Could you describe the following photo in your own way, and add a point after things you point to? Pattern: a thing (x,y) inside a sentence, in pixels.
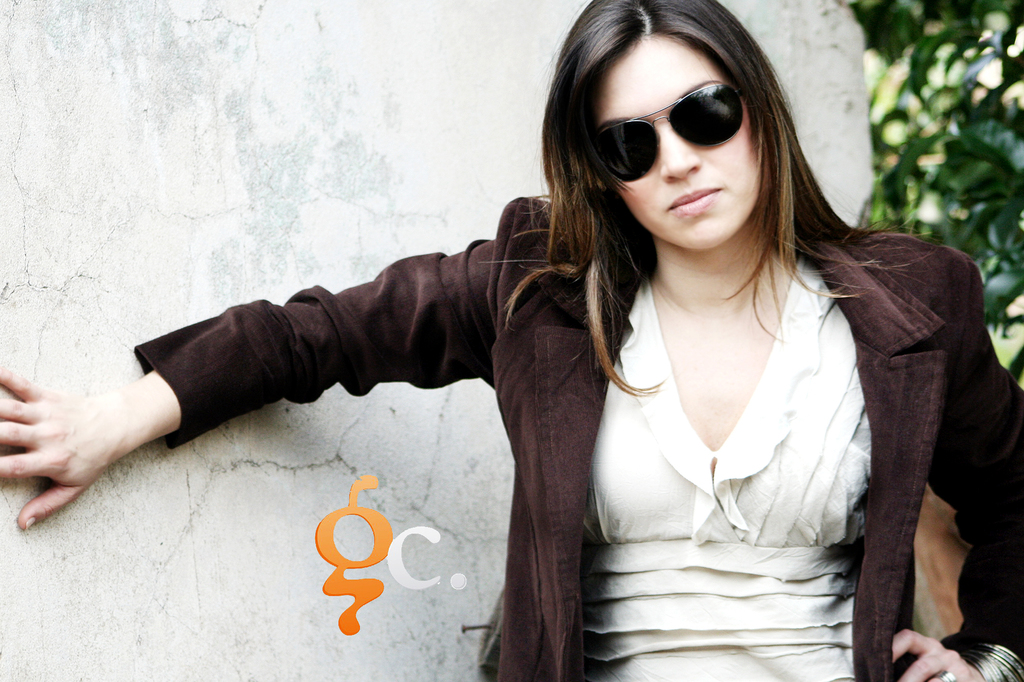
In this image, we can see a person (555,245) in front of the wall (230,300). This person (719,305) is wearing clothes (593,501) and sunglasses (647,141). There is a text (354,507) at the bottom of the image (391,552).
